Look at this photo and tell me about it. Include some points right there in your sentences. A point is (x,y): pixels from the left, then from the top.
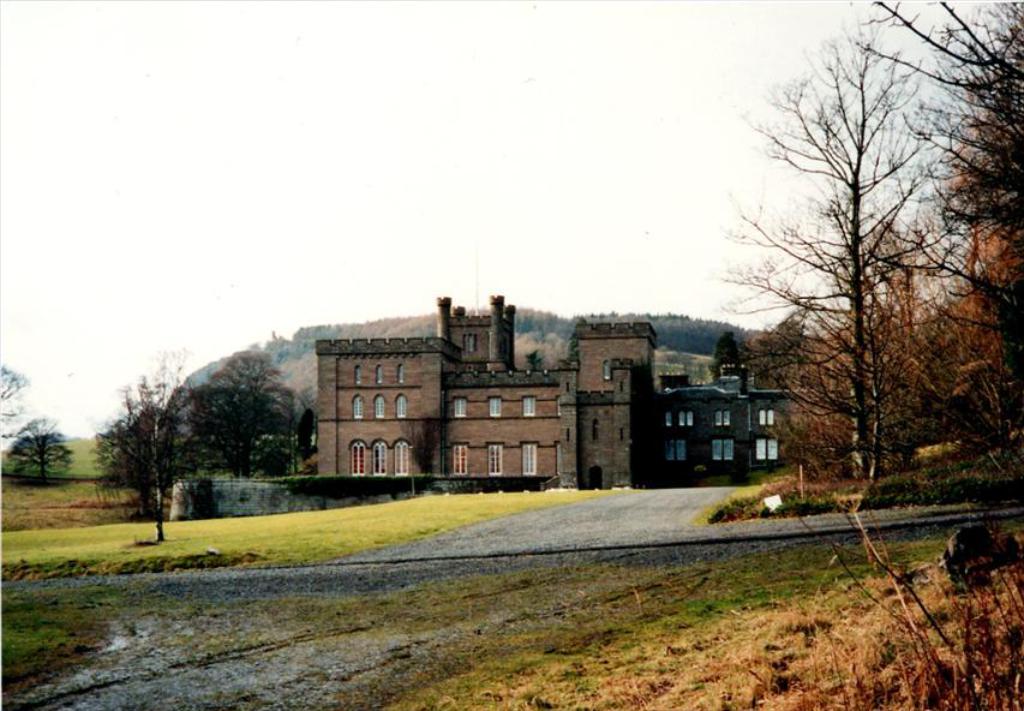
This image consists of grass (411,603), plants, trees (220,403), buildings (522,475), windows (490,413), mountains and the sky (623,292). This picture might be taken in a day.
